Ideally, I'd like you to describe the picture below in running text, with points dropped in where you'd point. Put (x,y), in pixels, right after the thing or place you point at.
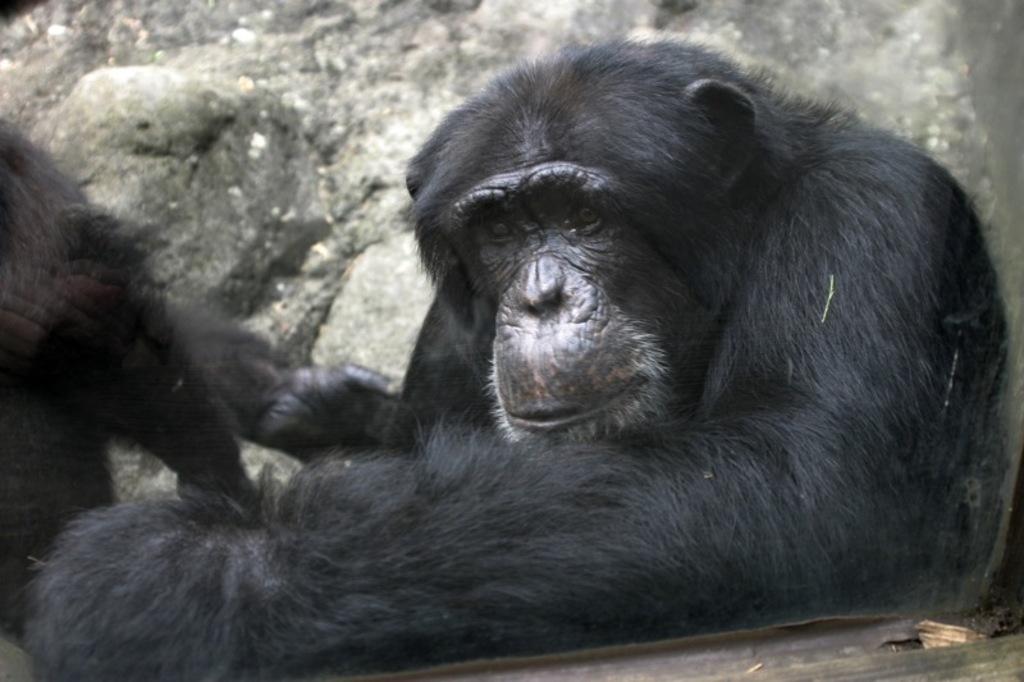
In this image we can see two chimpanzees (442,363), behind them there are some rocks (360,192).
